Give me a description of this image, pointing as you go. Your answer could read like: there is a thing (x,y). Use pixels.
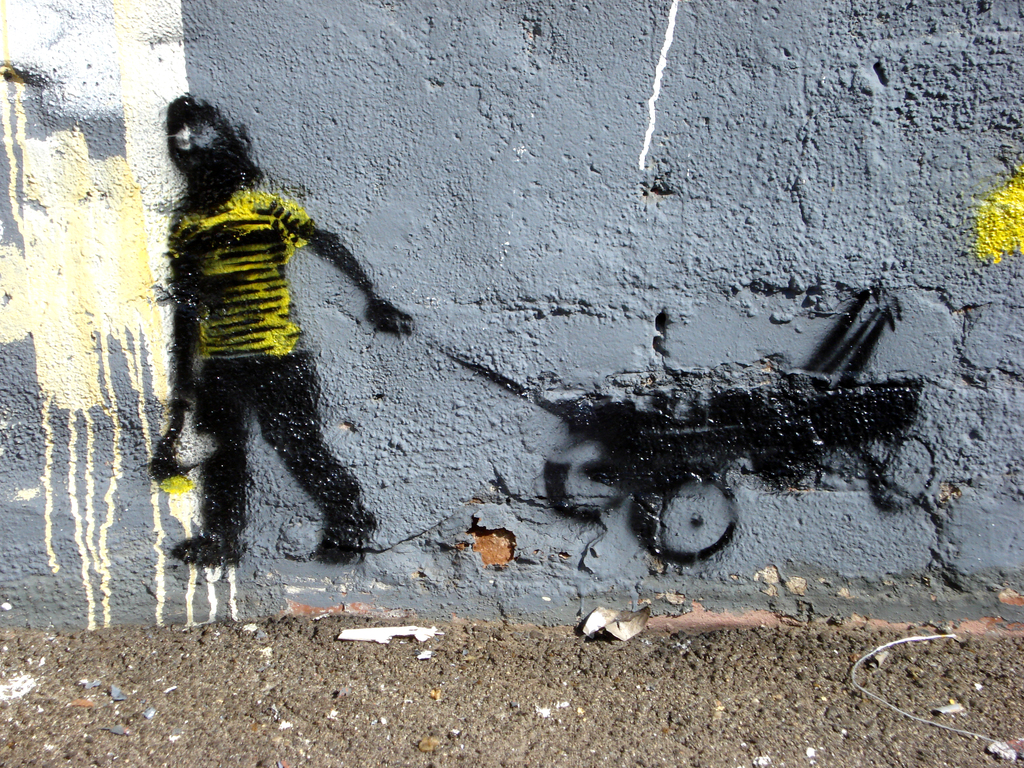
In the image we can see there is painting (707,425) on the wall (488,360) and there is an iron wire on the ground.
